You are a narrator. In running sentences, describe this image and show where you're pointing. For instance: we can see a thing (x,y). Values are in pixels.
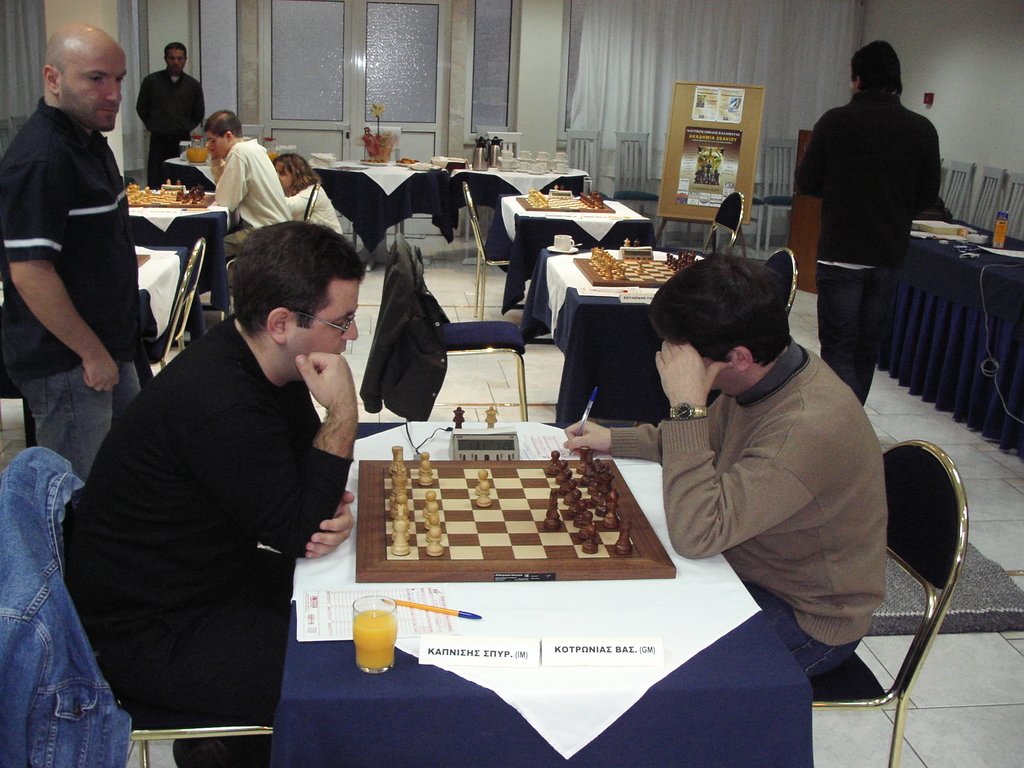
This image is clicked inside a room (520,244). In the middle (595,372) there are many tables (520,218). On the right (750,504) there is a man (789,497) he is sitting on the chair (946,531) he is writing something. In the middle (641,497) there is a table (481,595) covered with cloth (659,686) on that there is a pen (469,614), paper (432,603), glass (389,624) and chess board (468,520). On the left (208,358) there are some people (244,205). In the background (392,98) there is a door (392,98), window (490,124), poster (701,161) and curtain (748,67).
